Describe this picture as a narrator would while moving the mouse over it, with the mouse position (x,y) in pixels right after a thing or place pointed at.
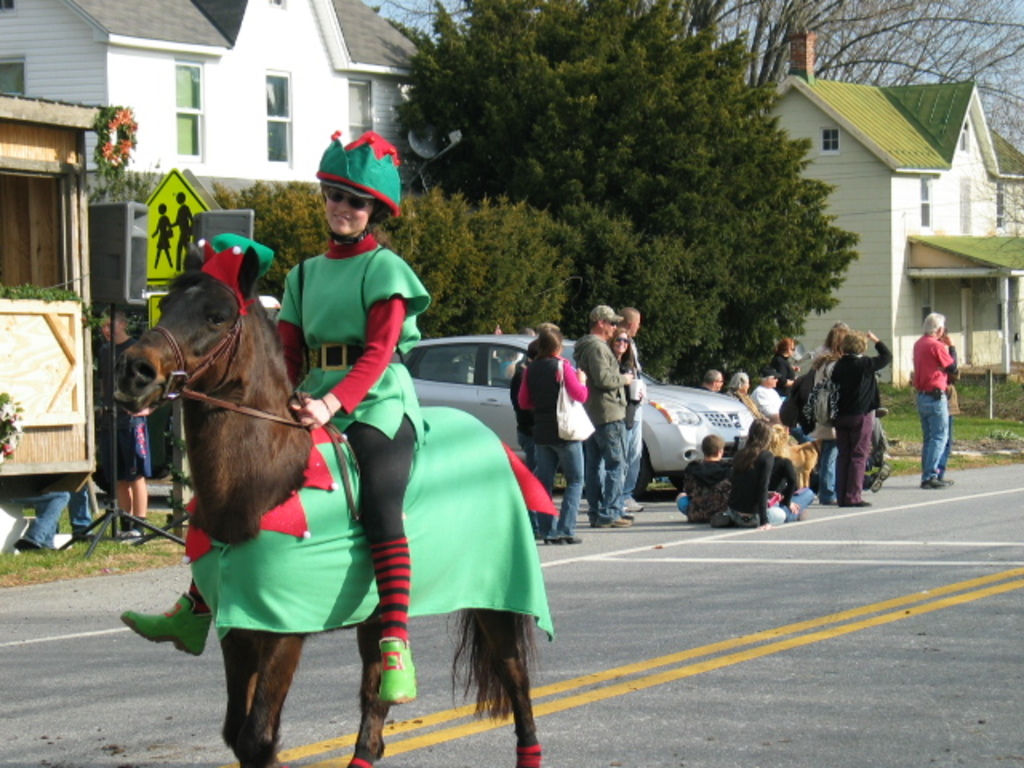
In front of the image there is a woman (355,357) riding a horse (284,447) on the road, behind the woman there are a few people (604,389) sitting and standing on the road (35,678), behind them there are cars (493,348), sign boards (152,217), trees (695,155) and buildings (890,135).
